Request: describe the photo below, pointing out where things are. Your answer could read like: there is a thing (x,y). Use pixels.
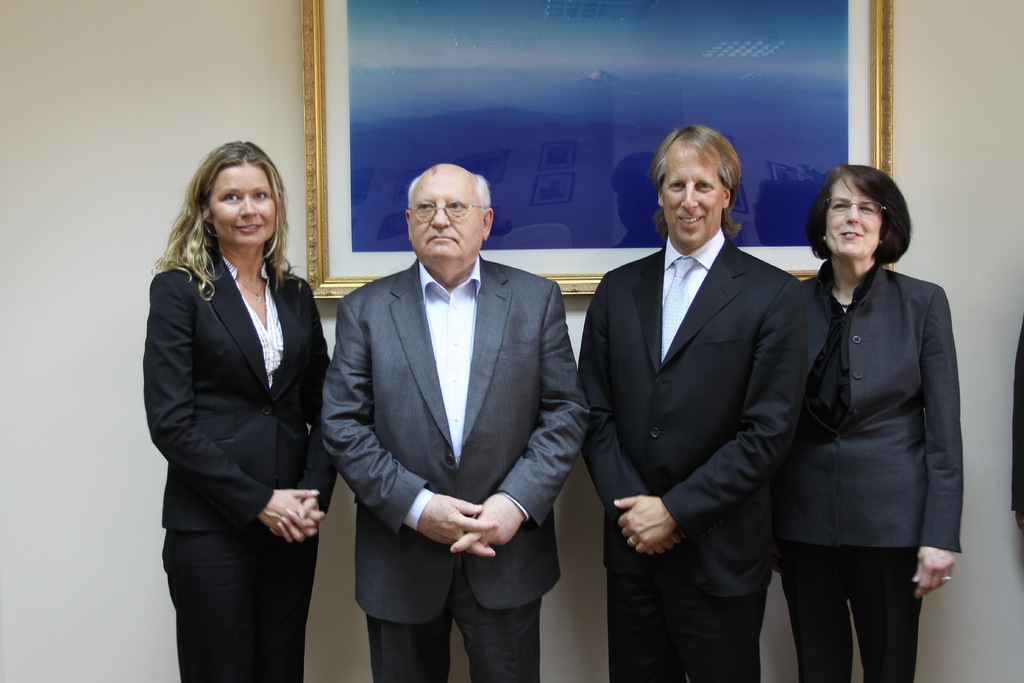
In this picture I can see a group of people (606,379) are standing. These people (569,425) are wearing suit (480,496). In the background (326,153) I can see a photo (365,146) on the wall (109,173).
